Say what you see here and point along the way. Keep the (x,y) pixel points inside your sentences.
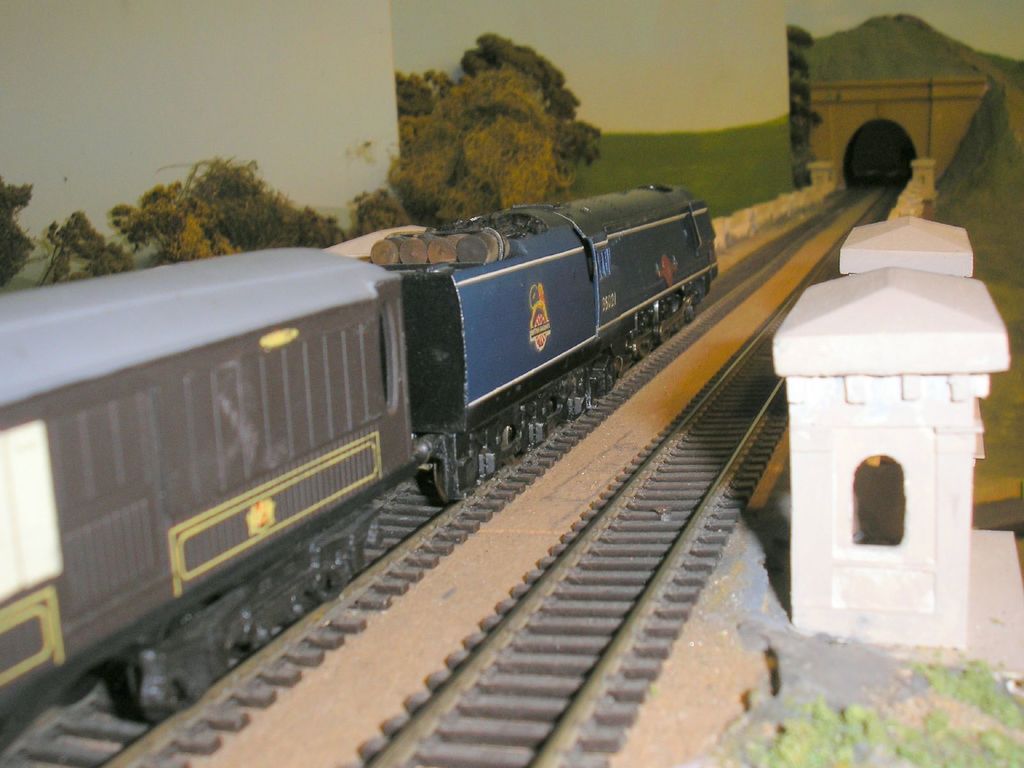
There is a train (578,359) on a railway track (723,287) as we can see in the middle of this image (349,392), and there are some trees (470,177), and a grassy land (591,168) in the background (409,181). There is a tunnel (813,163) at the top of right side of this image (851,134). There is a railway track (692,442) at the bottom of this image (589,681), and there is a white color building (846,545) on the right side of this image (866,440).
